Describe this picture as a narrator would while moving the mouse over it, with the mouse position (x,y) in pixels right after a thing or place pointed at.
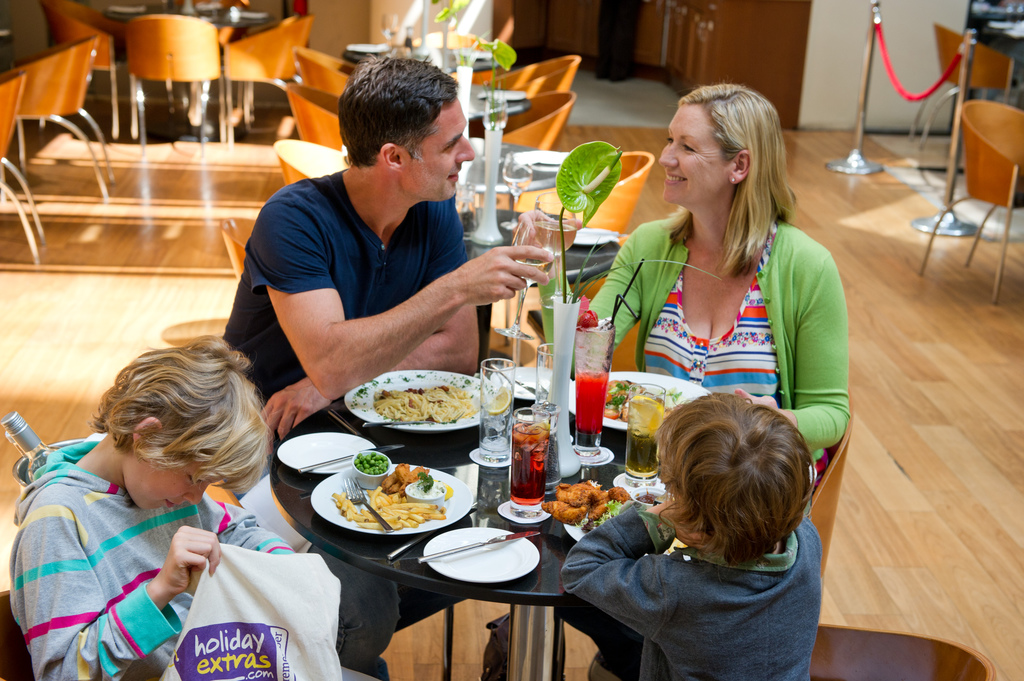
In this image there are group people (438,203) sitting around the table (309,422). There are plates (407,374) with food (376,523) and glasses (596,434), spoons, knives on the table (557,531) and there is a plant (590,159) on the table (550,551).
